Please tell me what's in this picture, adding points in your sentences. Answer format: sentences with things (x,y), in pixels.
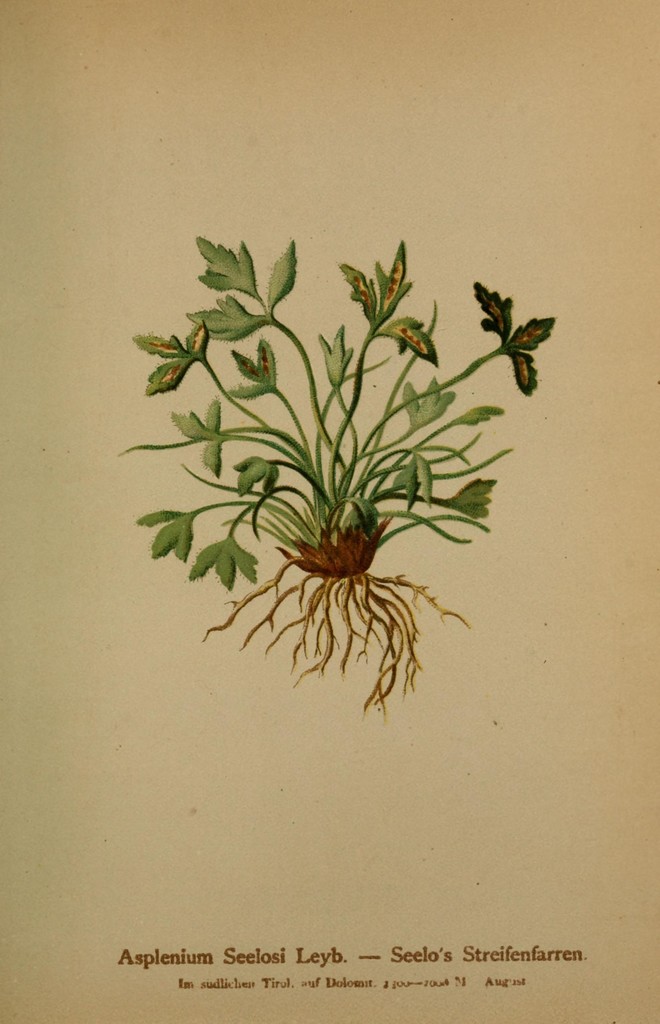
I think this is a paper (480,636). I can see a picture (326,528) of a plant (324,520) with the stems (296,430), leaves (272,313) and roots (372,622). I can see the letters (208,982) in the paper (364,952).
